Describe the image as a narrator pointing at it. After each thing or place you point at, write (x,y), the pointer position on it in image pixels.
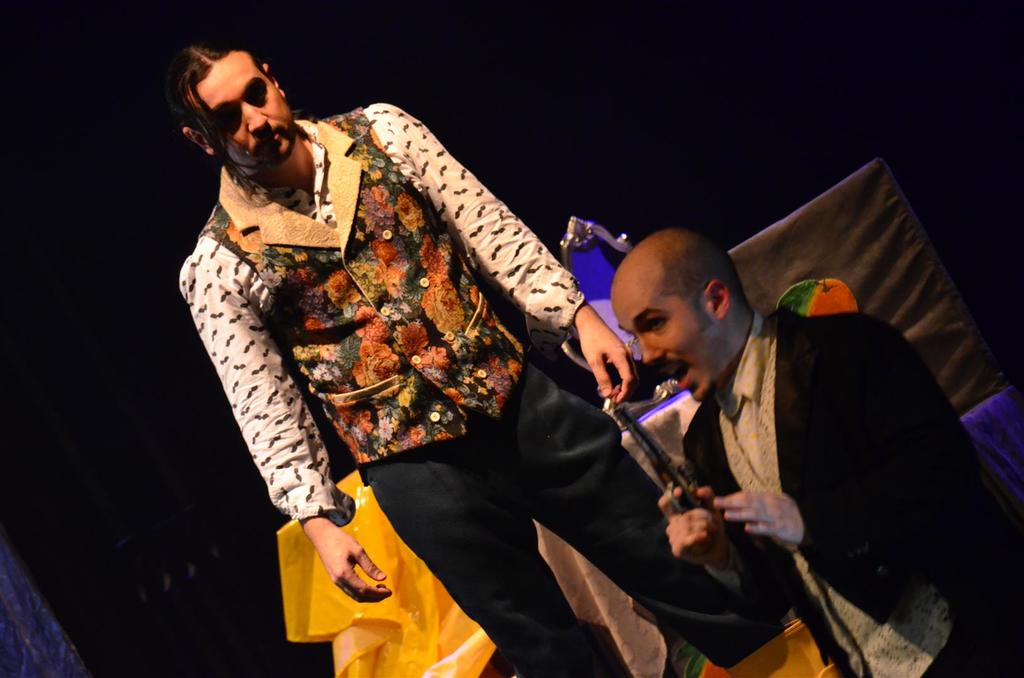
Here in this picture we can see two men (383,243) in a different costumes (380,254) standing over a place (793,637) and the man (750,483) in the front (750,483) is speaking something with a gun (669,486) in his hand (698,521), probably they are acting in a play.
